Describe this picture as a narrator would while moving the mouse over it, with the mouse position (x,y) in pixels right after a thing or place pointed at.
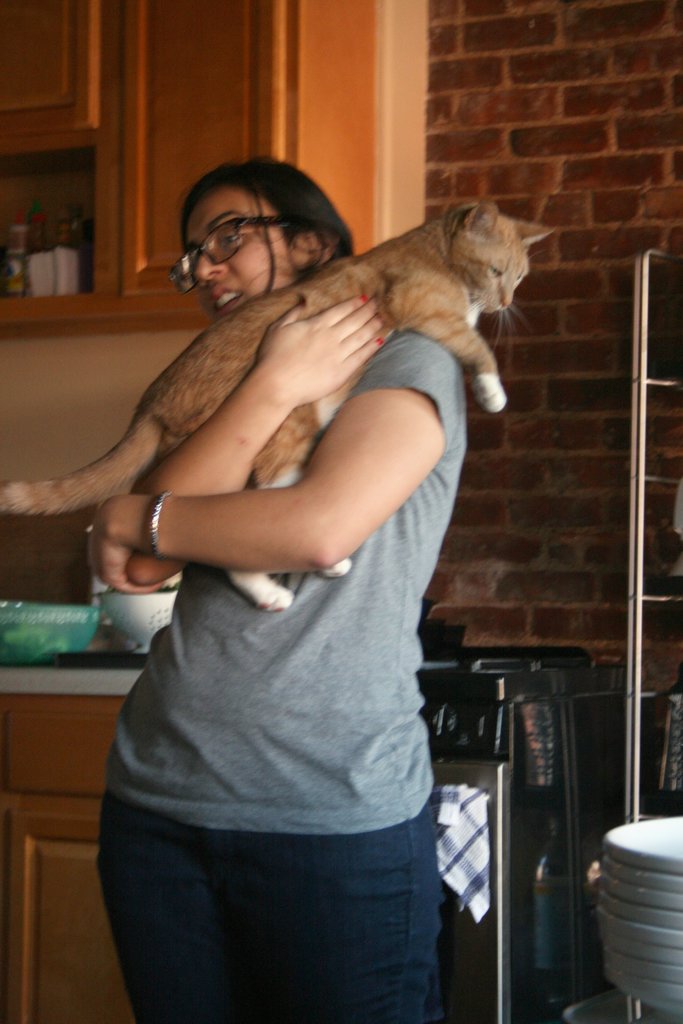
In this image there is a woman (318,521) standing in the center (312,597) and holding a cat (317,422). In the background (317,166) there is a wardrobe (273,121) and there are objects (137,624) which are white and green in colour on the platform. On the right side (655,910) there are cutleries (659,928) which are white in colour and there is black colour object (493,736) in front of the object (480,764) there is a cloth (471,824) hanging and there is a wall (567,441) which is red in colour.
